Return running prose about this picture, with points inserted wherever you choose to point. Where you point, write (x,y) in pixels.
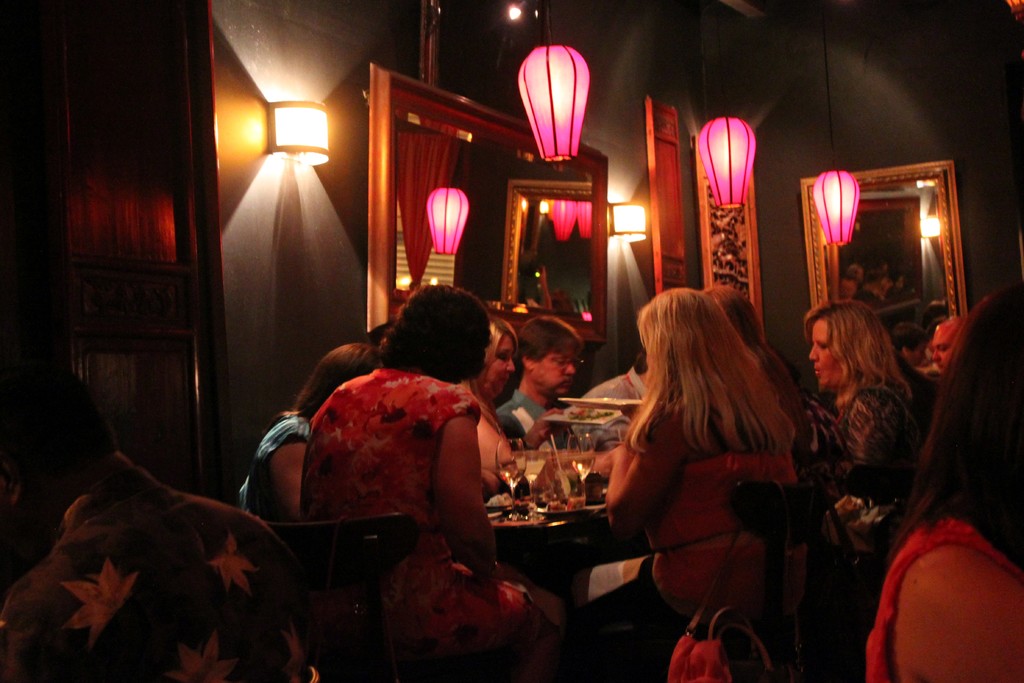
In this image there are few people (648,338) seated on chairs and having dinner on the dining table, there are plates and glasses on the table (594,521), behind them there are Mirrors (507,255) and lamps (450,202) on the walls (638,125).
